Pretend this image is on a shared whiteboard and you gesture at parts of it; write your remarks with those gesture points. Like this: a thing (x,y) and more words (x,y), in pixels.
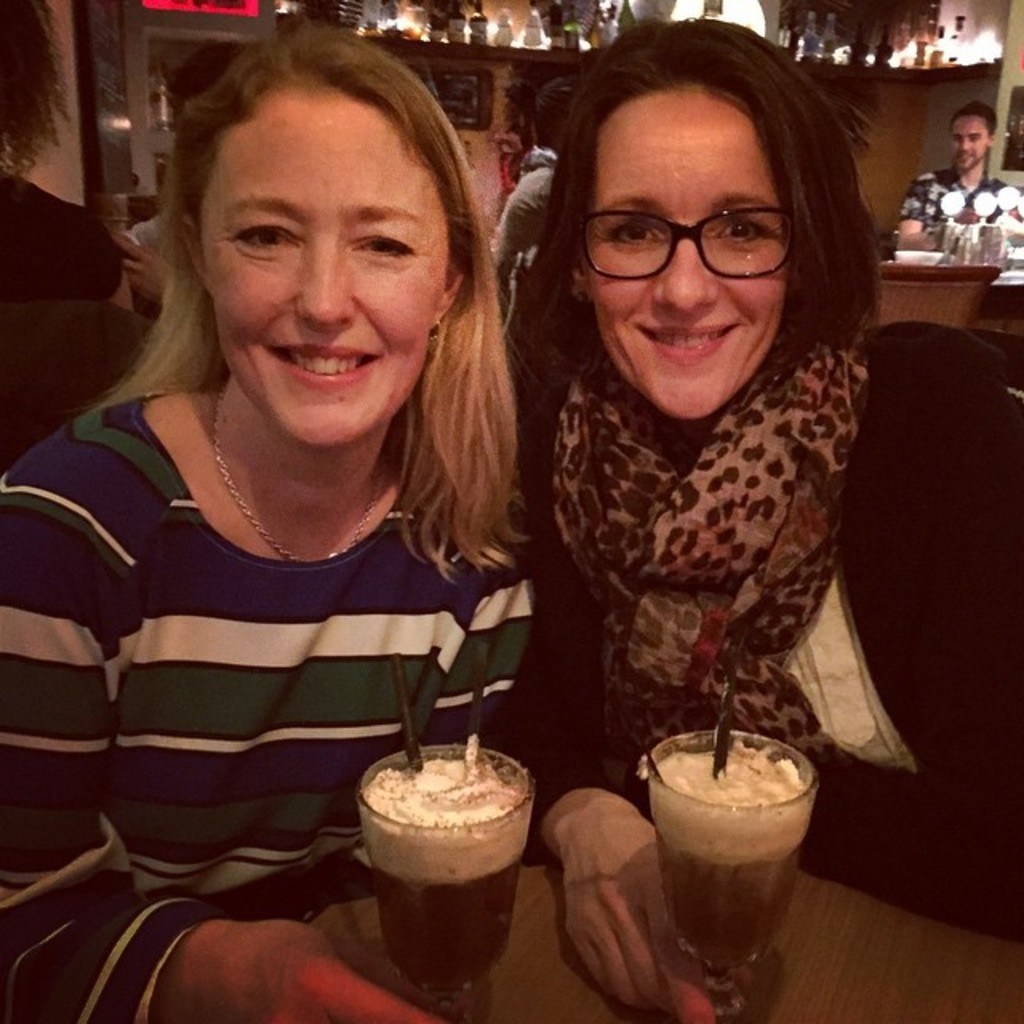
In this image I can see a woman (211,608) wearing blue, green and white t shirt (201,604) and another woman (921,574) wearing black jacket (951,548) and brown colored scarf (754,530) are sitting on chairs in front of a table (818,982) which is brown in color and on the table (884,947) I can see 2 glasses (767,887) with straws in them. In the background (14,169) I can see few other persons (518,174), few lights (981,204), few bottles (428,18) and few other objects (476,67).
